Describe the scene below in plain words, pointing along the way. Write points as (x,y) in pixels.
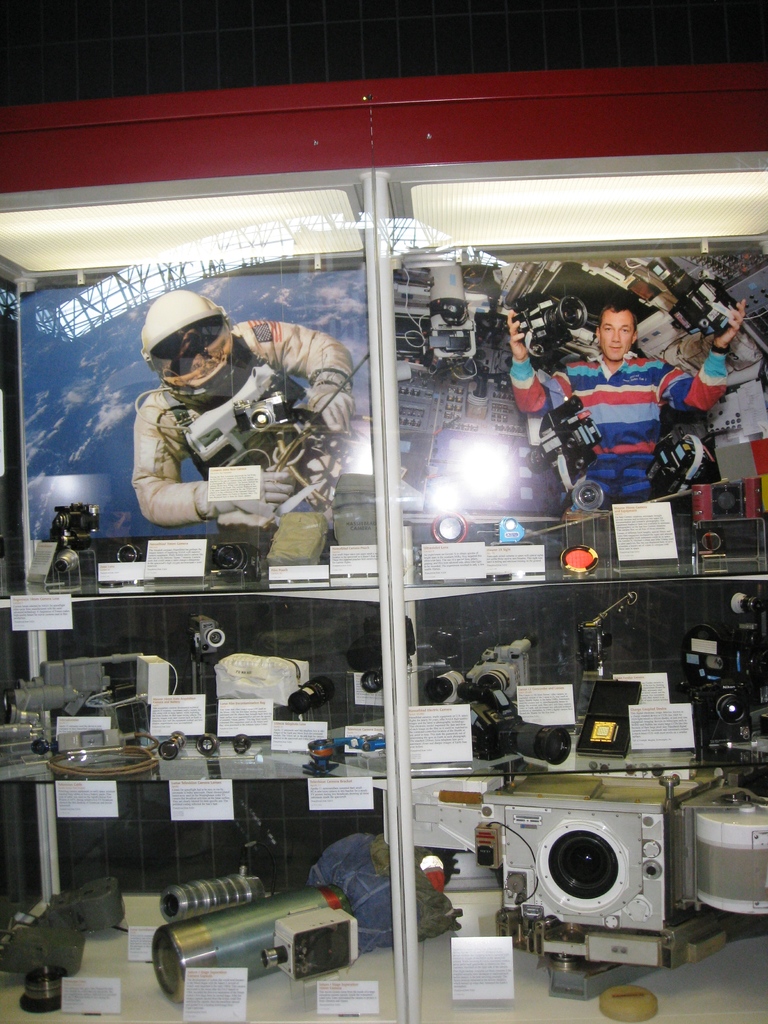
In this image there are so many cameras (548,885), lens (223,881) and some objects (220,891) kept in the glass shelf (418,697). In front of them there is a small sticker (89,996) on which there is some text (204,981). At the top (182,329) there are two pictures (229,335) in the background (499,349). On the right side (630,376) there is a man (612,364). On the left side (212,388) there is a person (229,378) who is wearing the space jacket (257,345).
